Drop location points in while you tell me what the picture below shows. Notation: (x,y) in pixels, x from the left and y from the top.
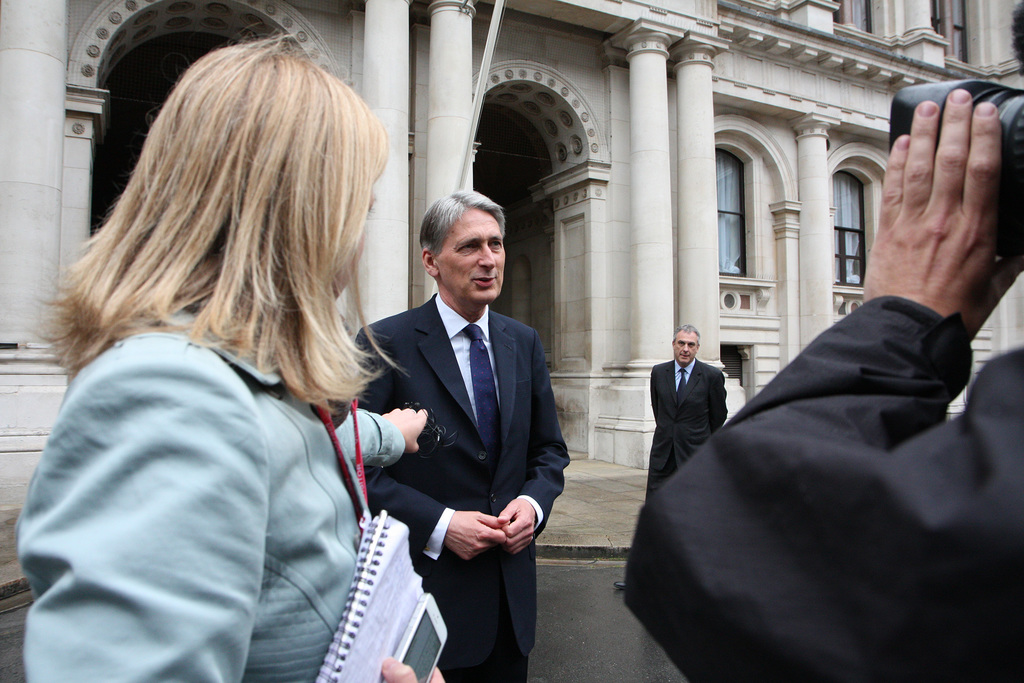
In this image in the center (474,446) there is a man (487,476) standing and in the front (225,485) there is a woman (224,486) standing and holding a book (385,637) and mobile phone (421,654) in her hand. In the background (655,258) there is a building (655,140) and in front of the building (690,287) there is a man (698,388) standing on the right side (900,439) in the front (938,473) there is a person (938,478) holding a camera (926,98).
